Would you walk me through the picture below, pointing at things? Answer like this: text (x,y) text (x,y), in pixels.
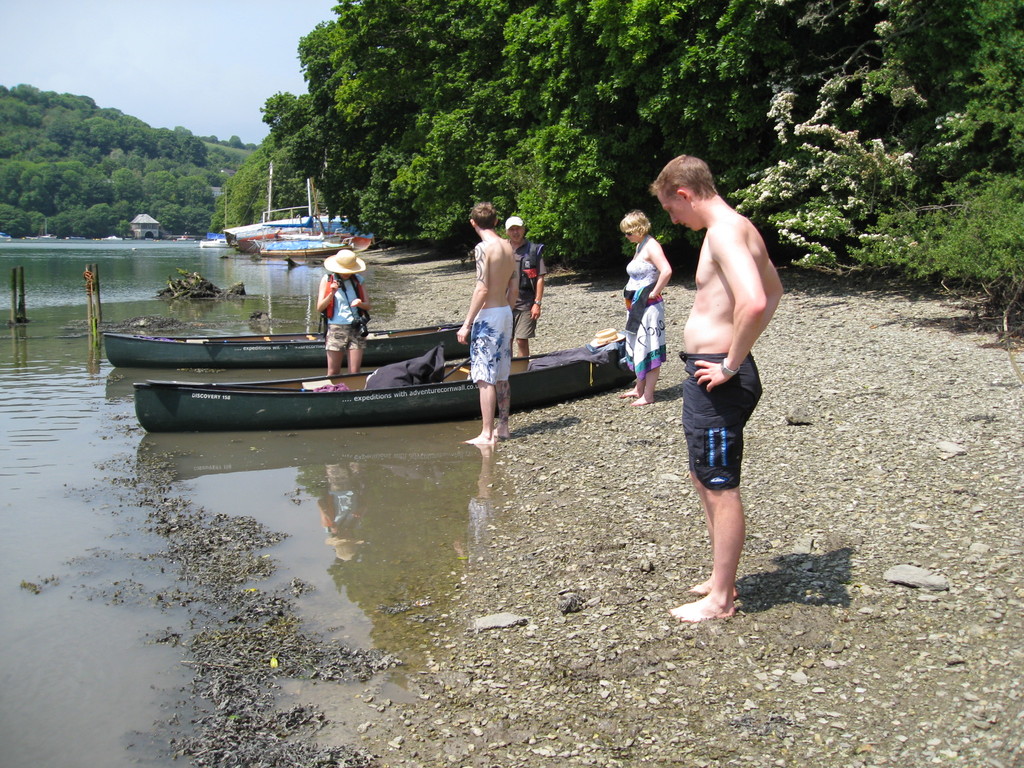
In this image I can see few people (482,373) standing and few boats (254,357) on the water (79,582). In the background (545,175) I can see few trees (455,174) in green color and the sky (224,66) is in white and blue color.
